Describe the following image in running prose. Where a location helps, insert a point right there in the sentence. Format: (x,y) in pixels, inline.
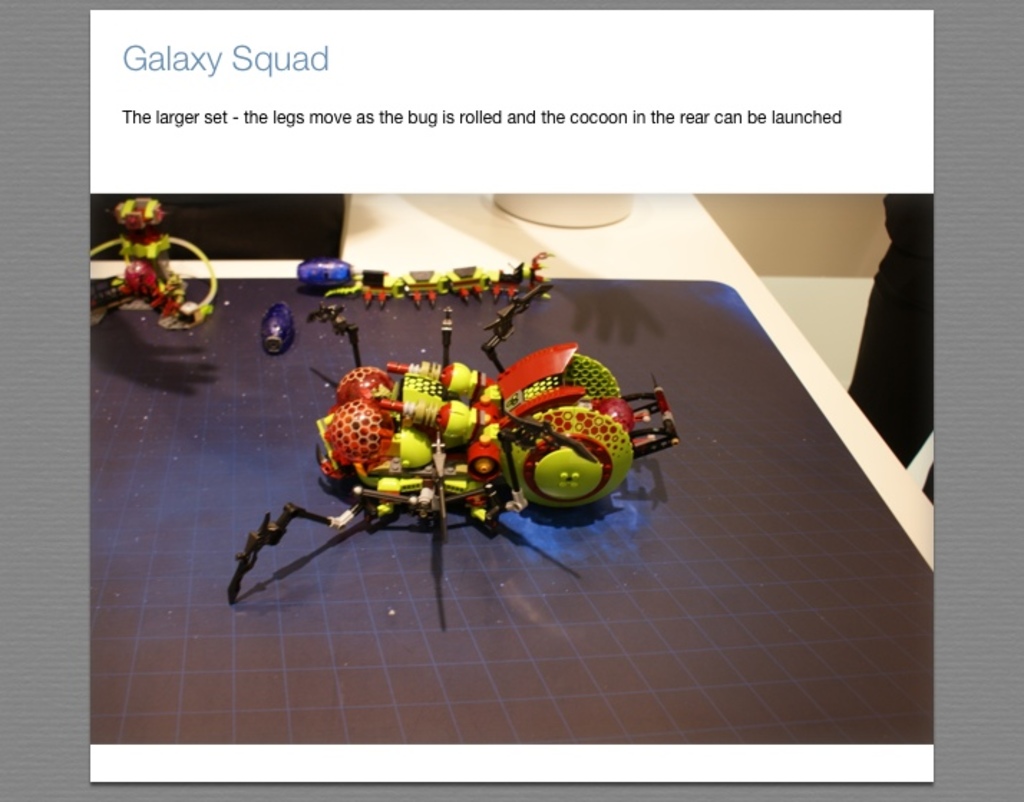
In the middle of this image (656,396), there are toys (620,436) arranged on a surface (475,339). At the top of this image (273,111), there are texts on a white colored surface (100,38). On the left side (33,780), there is a gray color border (56,15). On the right side (965,230), there is a gray color border (949,319). In the background (905,380), there are other objects (571,202).
